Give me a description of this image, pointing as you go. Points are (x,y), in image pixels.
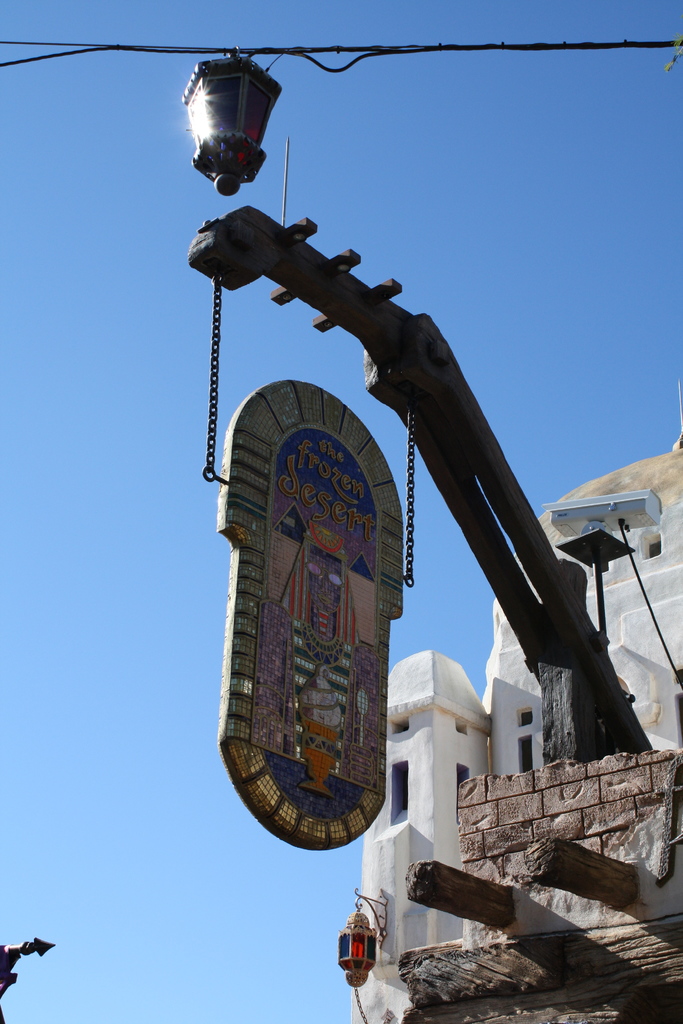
In the foreground of this picture (363,594), there is a board (311,558) hanging to a pole (433,447). On the top (243,63), there is a lamp (209,93) to a cable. In the background (412,882), there is a building (434,756) and the sky (132,746).
